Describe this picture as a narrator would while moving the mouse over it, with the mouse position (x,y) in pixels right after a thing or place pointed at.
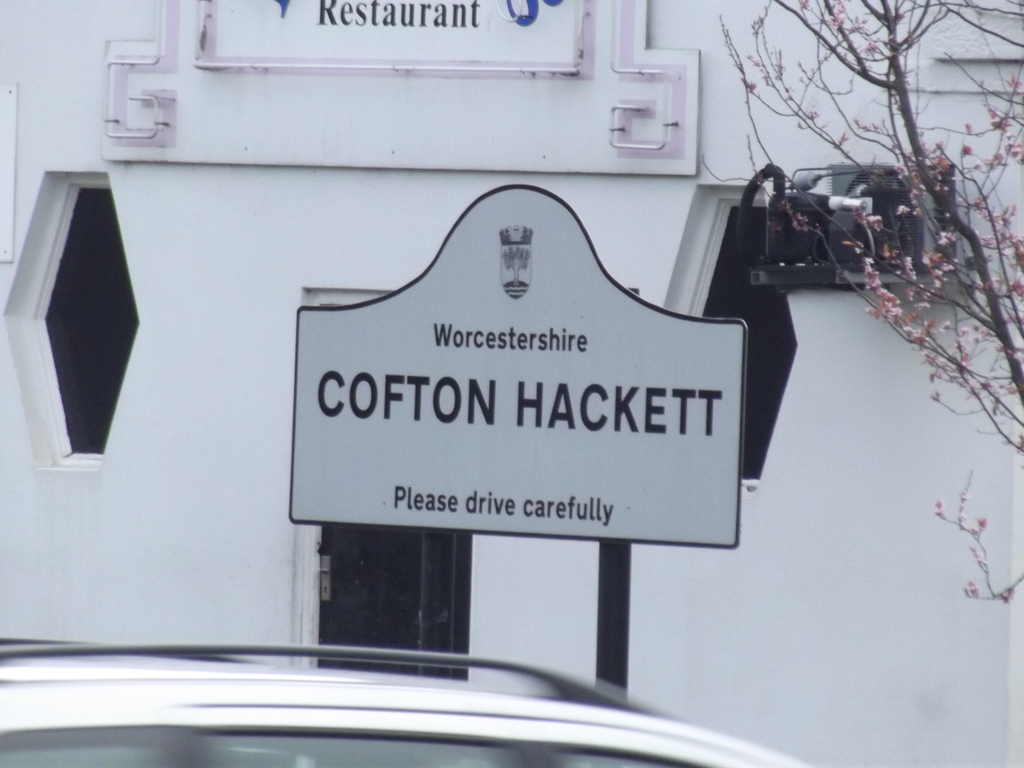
In the picture we can see a part of the car (251,673) and behind it, we can see a board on it written as cofton hackett and behind it, we can see a wall (206,459) and on it we can see a board restaurant (306,41) and beside it we can see a part of plant (1007,233) with pink colored flowers (897,251) to it.
